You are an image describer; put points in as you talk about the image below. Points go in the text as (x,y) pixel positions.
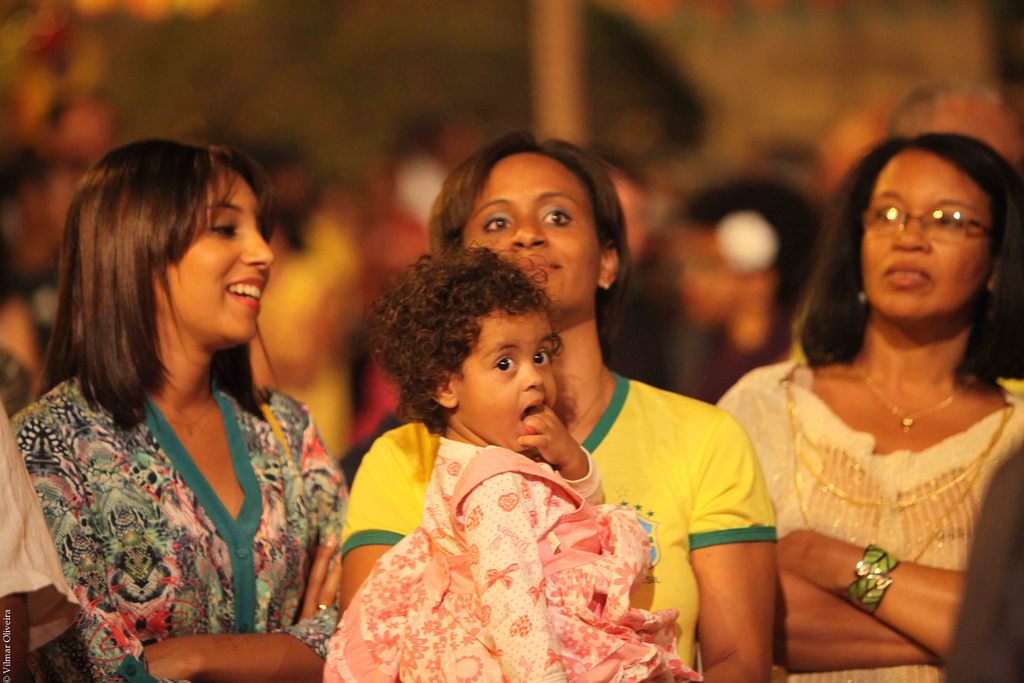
In the foreground of this image (859,505), there are three women (745,405) and a woman (638,478) is carrying a kid (540,568) and the background (606,108) image is blurred.
